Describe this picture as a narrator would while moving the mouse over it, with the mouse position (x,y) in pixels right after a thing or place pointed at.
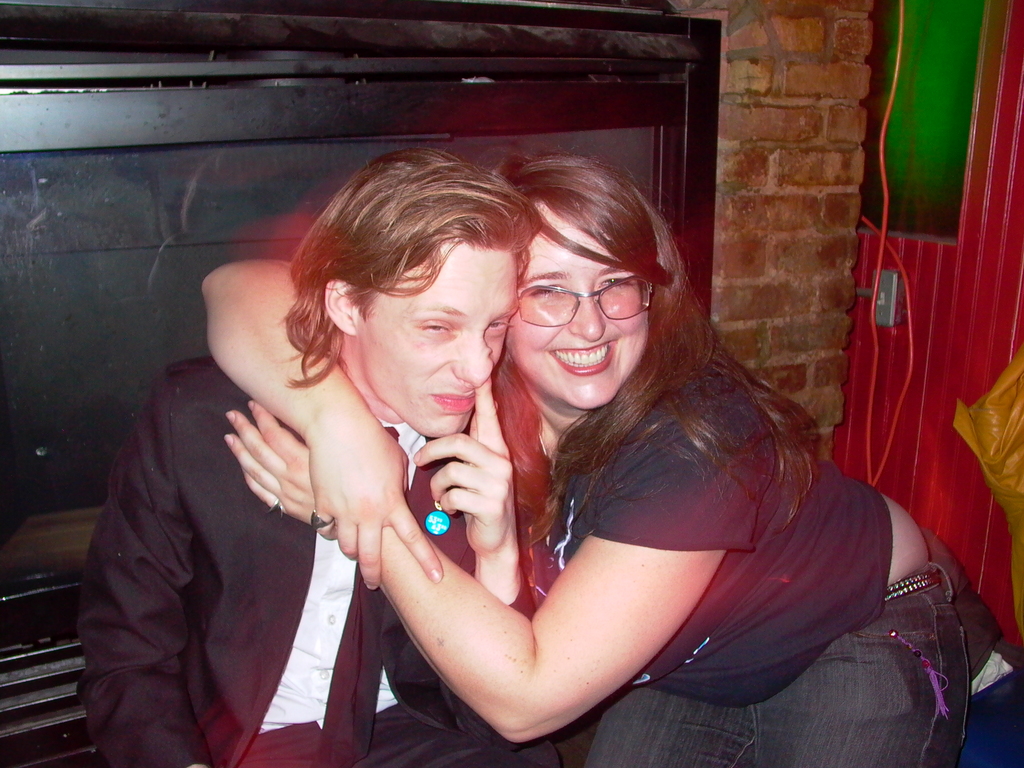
In this image we can see two persons (588,656), one fireplace (480,113) attached to the wall (835,293), some objects (1023,524) are on the surface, one wire (884,155) and one red door (917,460).
